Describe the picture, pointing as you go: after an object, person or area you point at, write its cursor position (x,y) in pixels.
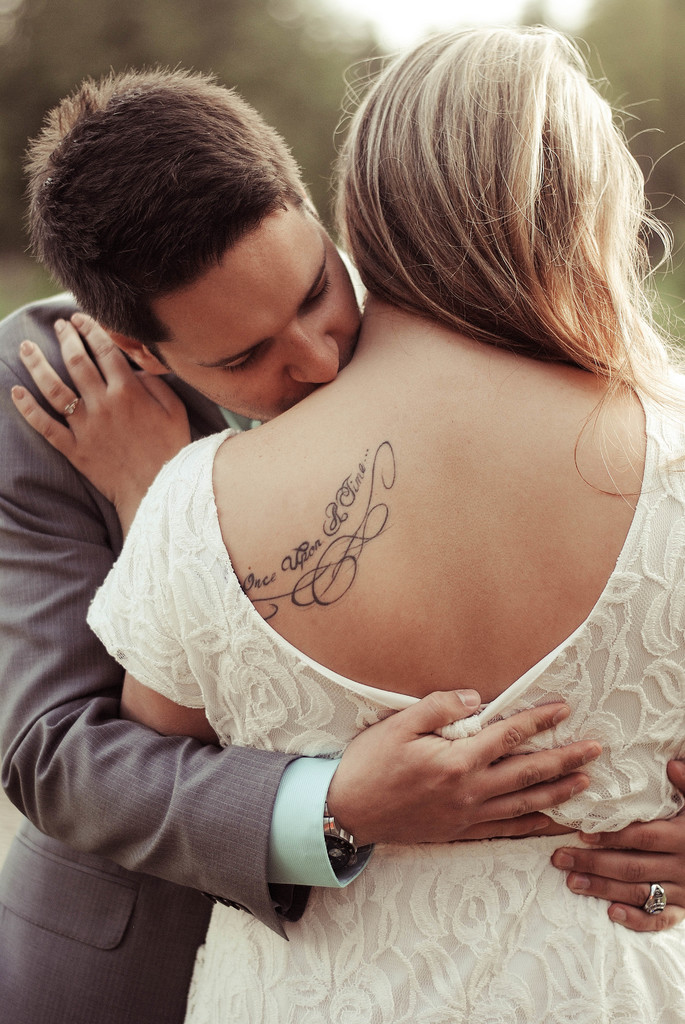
In this image we can see a couple (347,492) hugging each other, the lady (394,580) is wearing a white dress (219,650), and she has a tattoo (298,555), and the background (421,10) is blurred.
